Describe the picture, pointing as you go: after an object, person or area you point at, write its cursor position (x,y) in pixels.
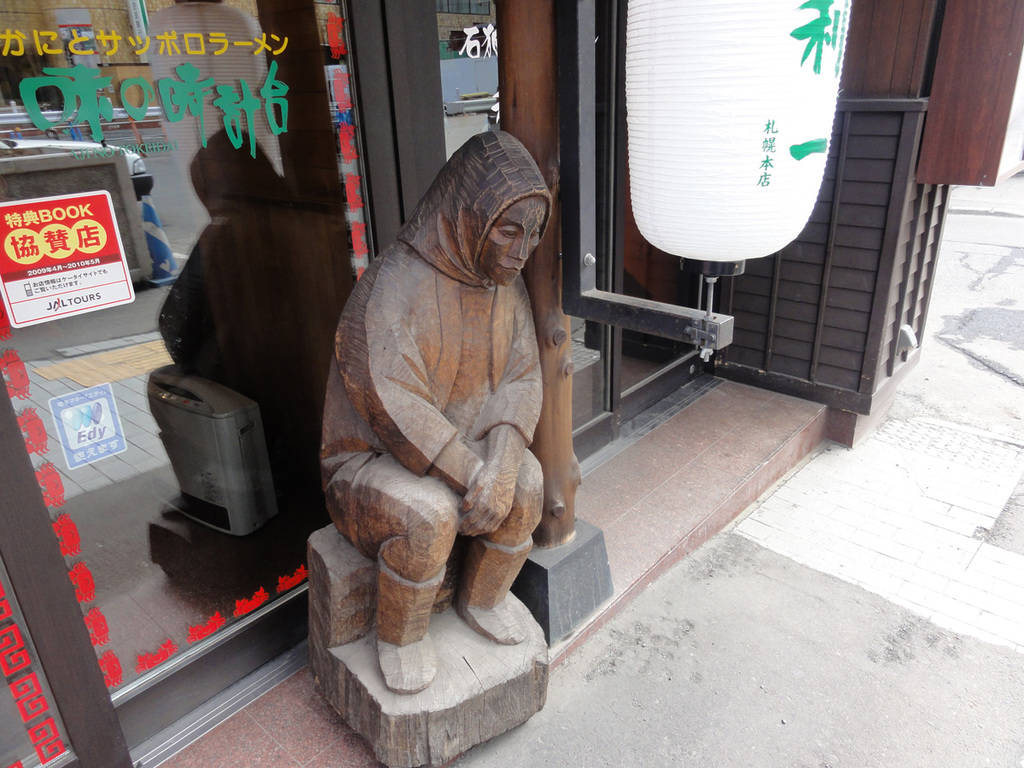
In the center of the image (501,314) we can see a wood carving (487,487). We can also see a door (226,650) with a paper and some text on it and a ceiling light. We can also see the reflection (137,372) of a traffic pole (144,220) and a car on the road (182,205) from a glass door (157,205).
